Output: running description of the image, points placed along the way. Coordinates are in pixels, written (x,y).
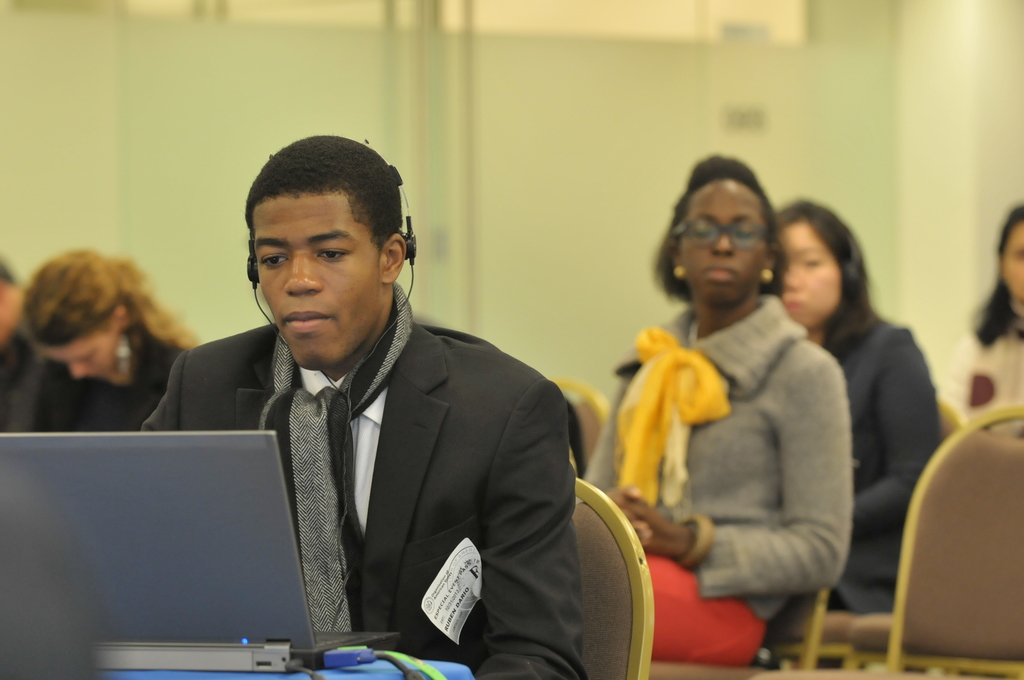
As we can see in the image there is a yellow color wall (567,241) and few people (909,352) sitting on chairs (1009,555). In the front (152,530) there is a laptop (151,530).
